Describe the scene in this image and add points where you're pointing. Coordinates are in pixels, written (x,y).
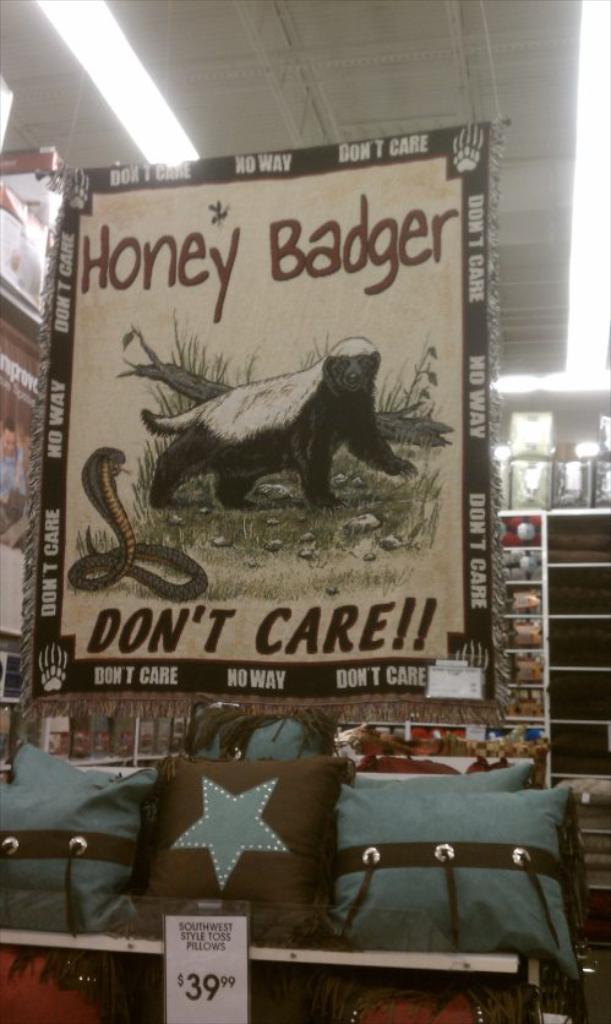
In this image in the front (227,783) there are objects (229,849) which are black and blue in colour and there is a paper (202,971) with some text (198,986) written on it. On the top (224,326) there is a banner (291,416) with some text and images (286,472) on it. In the background (530,564) there are shelves (534,549) with the objects (535,613) in it and there are lights (592,449). On the left side (6,371) there is a board (25,431) with some images (23,465) on it.
